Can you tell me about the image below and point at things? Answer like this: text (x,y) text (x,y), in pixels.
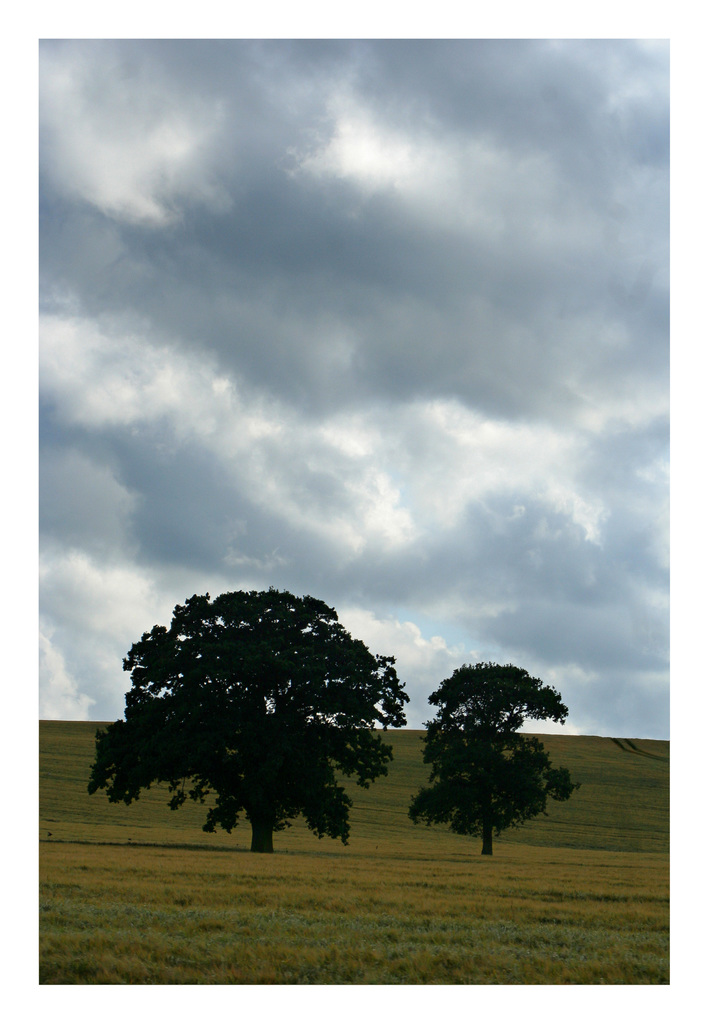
In this image in the front (312,941) there's grass (357,949) on the ground (340,915). In the center (307,679) there are trees (354,726) and the sky (335,458) is cloudy.
